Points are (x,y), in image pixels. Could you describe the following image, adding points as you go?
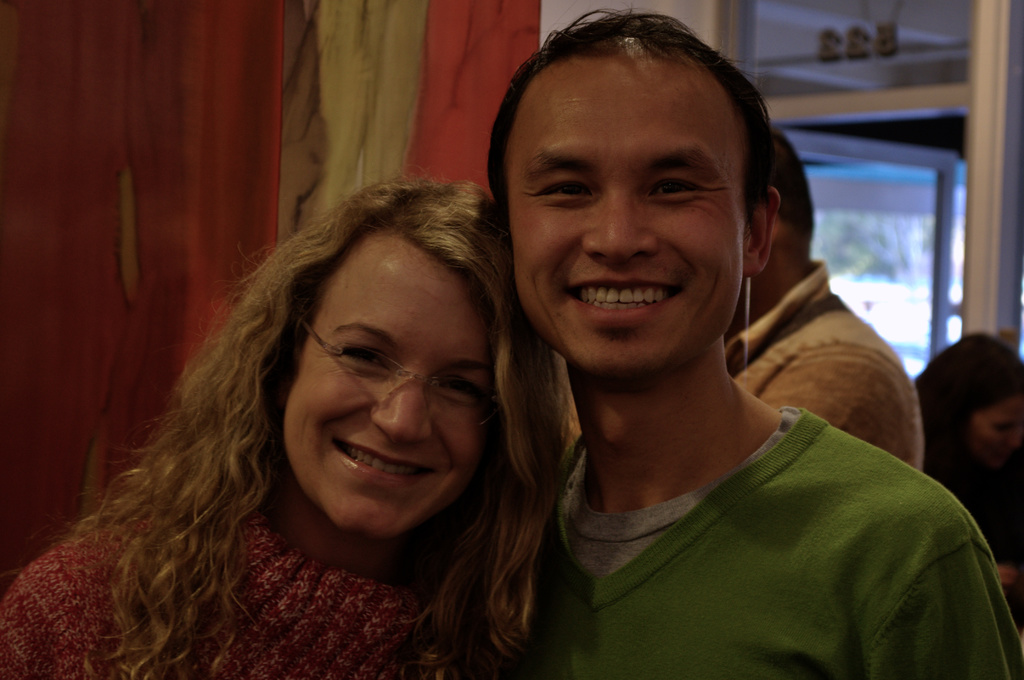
In front of the picture, we see a man (726,586) and the women (447,557) are standing. Both of them are smiling and they are posing for the photo. The woman (405,379) is wearing the spectacles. Behind them, we see a man (809,368) in the brown jacket (809,368) is standing. On the left side (210,113), we see a curtain (172,192) or a sheet (220,167) in red and white color. On the right side (986,506), we see the woman (968,490) is sitting on the chair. Behind her, we see a glass door (907,226) and a white wall (709,30).
